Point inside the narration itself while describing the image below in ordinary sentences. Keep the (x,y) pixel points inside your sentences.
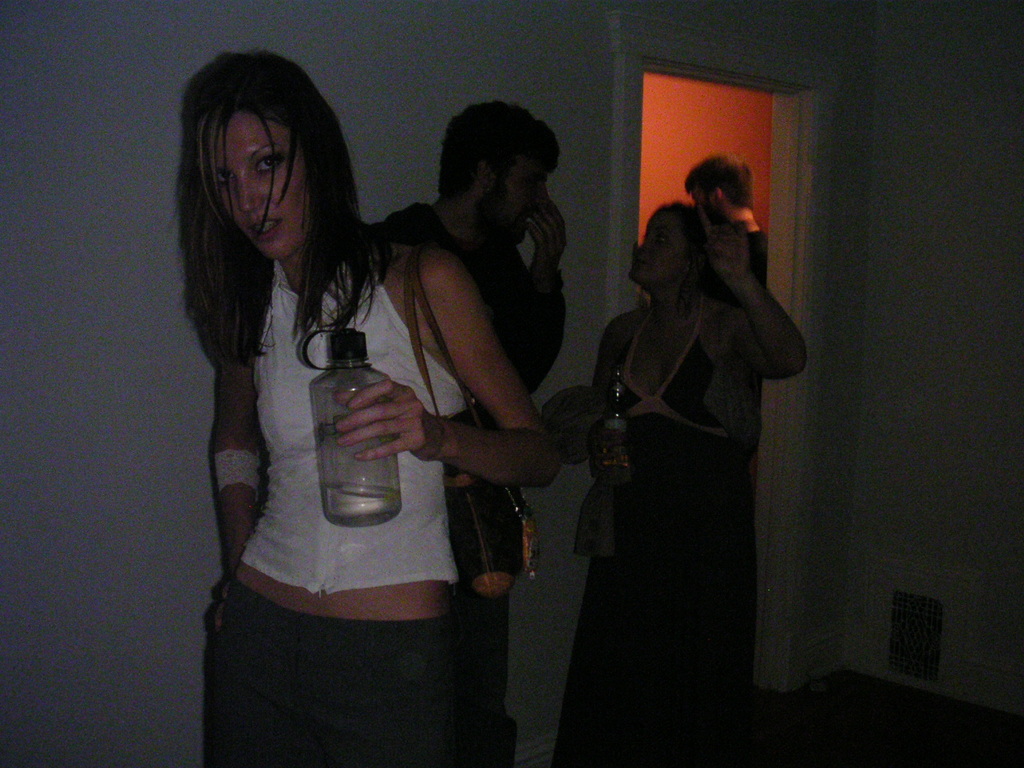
In this picture we can see girl (293,328) wearing white top (418,490) and a bag (493,526) on the shoulder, holding the water bottle (324,423) in the hand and giving the pose into the camera. Behind we can see a boy (496,285) wearing black jacket (514,305) is standing and the girl (701,357) beside her standing in the black dress (665,401). In the background (707,75) we can see a white door (793,288) and a room (744,119) in which man (722,203) is standing in that room (677,126).
